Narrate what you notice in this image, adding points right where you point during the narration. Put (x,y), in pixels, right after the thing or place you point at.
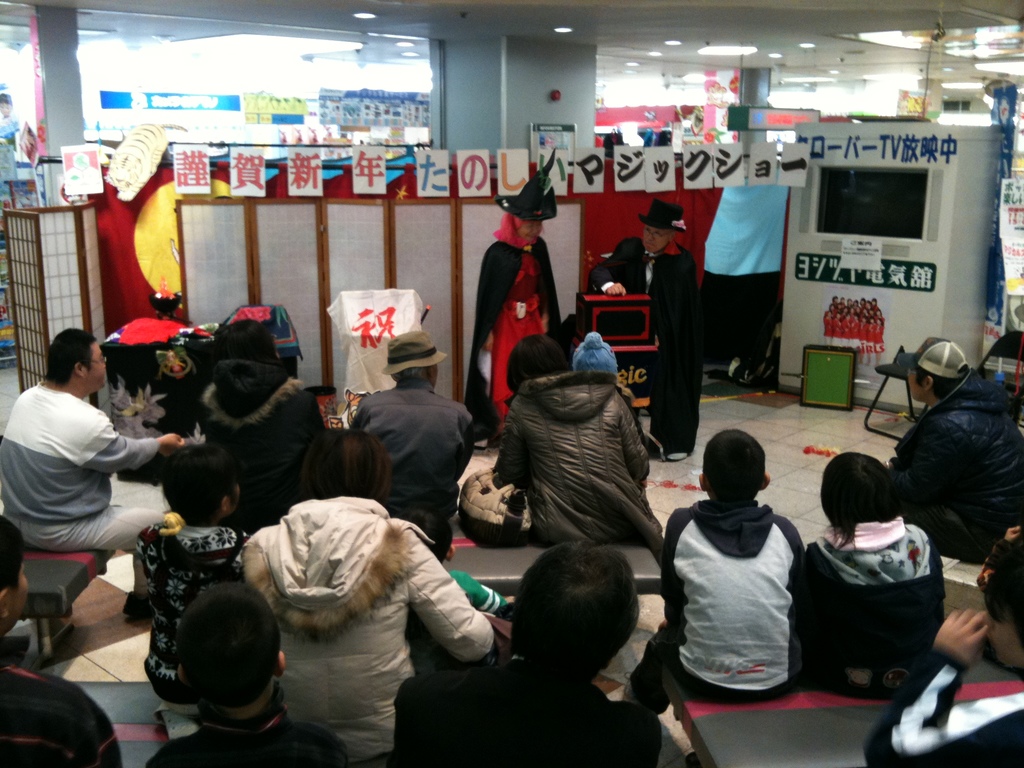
In this image there are so many people (425,661) sitting on the benches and looking at the people (619,286) doing magic in front of them, also there is a wall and some other things (589,318) at the back (700,113).
